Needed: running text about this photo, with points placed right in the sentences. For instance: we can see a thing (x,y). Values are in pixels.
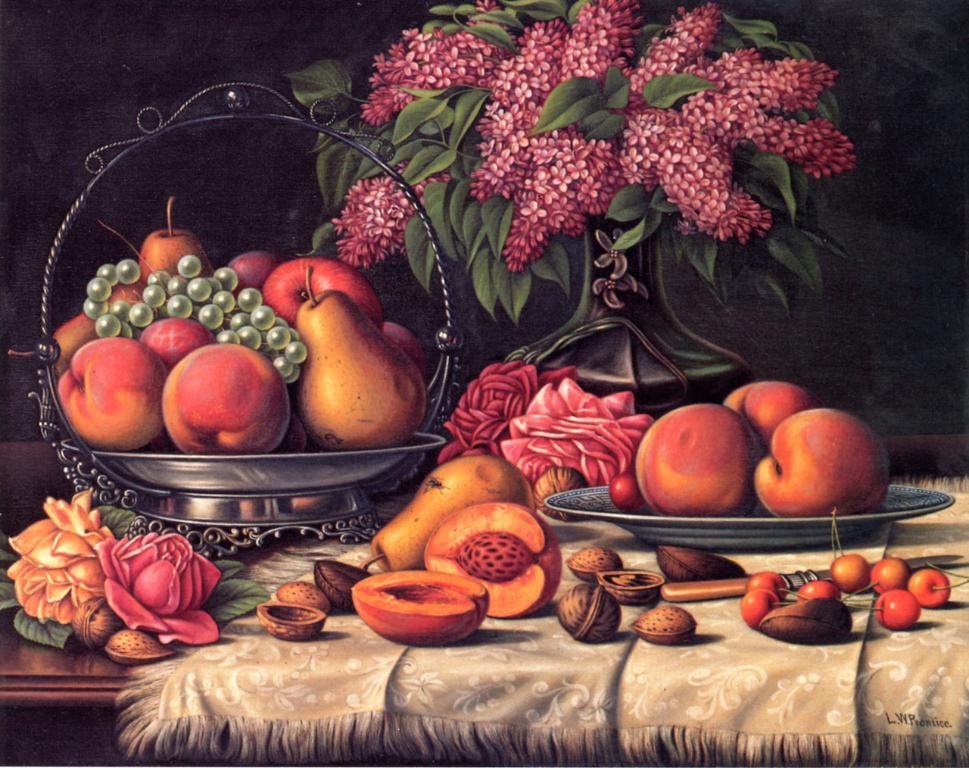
In the picture we can see a table (697,740) with a table cloth (951,541) on it, we can see some fruits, nuts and some flowers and some fruits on the plate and some are in the basket (196,488) with handle (451,331) and behind it we can see a flower vase (581,349) with flowers (666,175) and plants (796,264), and it is a painting.
